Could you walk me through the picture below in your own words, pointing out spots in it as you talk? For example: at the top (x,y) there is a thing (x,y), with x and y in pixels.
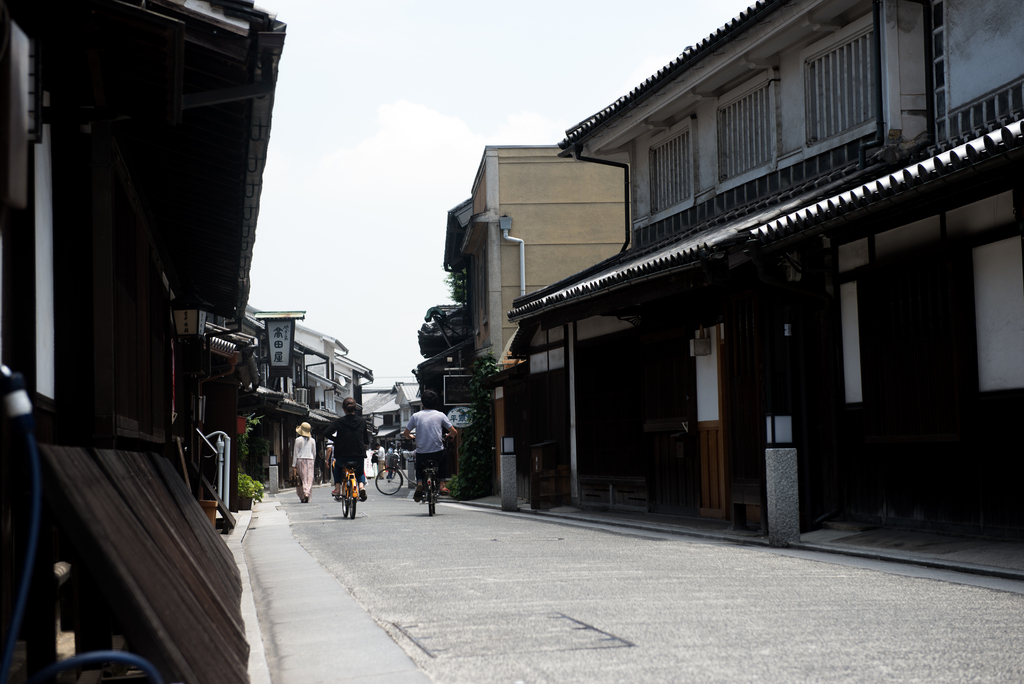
Here people (363,452) are riding bicycles (350,496) on the road (544,613), a woman (304,452) is walking, here there are houses (621,278) with the windows (690,171), this is sky (388,176).
